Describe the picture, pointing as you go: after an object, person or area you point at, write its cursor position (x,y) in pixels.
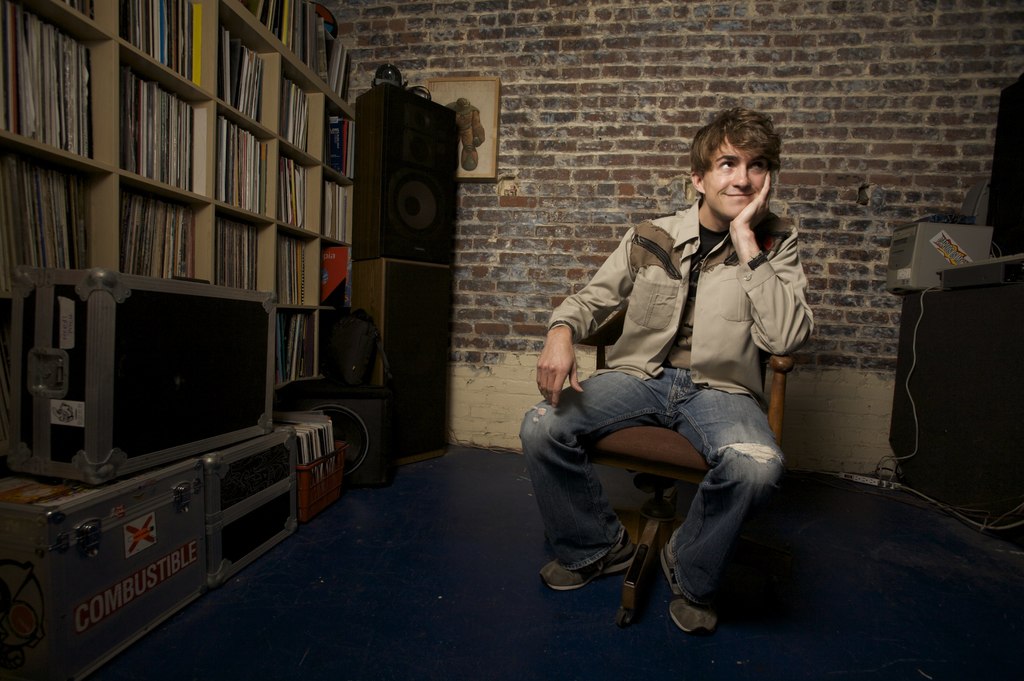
In this picture, there is a man (736,353) sitting on the chair (674,436). He is wearing a brown jacket (745,355) and blue jeans (716,518). Towards the left (173,212), there is a shelf (98,83) filled with the records (176,220). Before it, there are trunks (269,384) and sound speakers (382,304). In the background (517,154), there is a wall (650,94) with a frame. Towards the right (992,237), there are some objects (934,312).
